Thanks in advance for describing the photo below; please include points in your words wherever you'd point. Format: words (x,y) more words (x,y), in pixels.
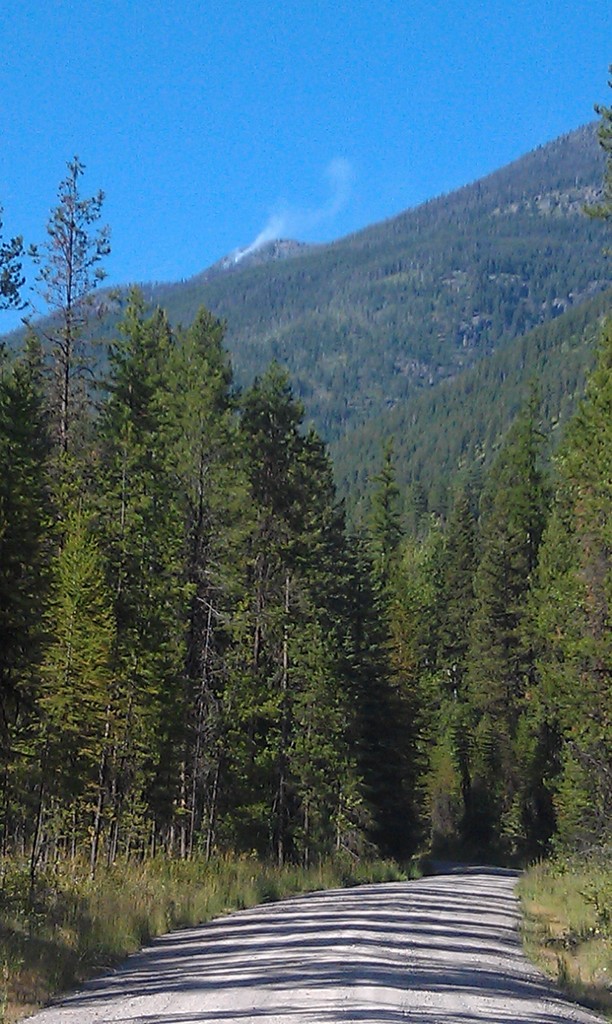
In this image I can see the road (358,911) and few trees (525,671) which are green in color on both sides of the road (366,911). In the background (467,374) I can see a mountain (470,264), few trees (423,342) on the mountain (316,277) and the sky (232,170).
